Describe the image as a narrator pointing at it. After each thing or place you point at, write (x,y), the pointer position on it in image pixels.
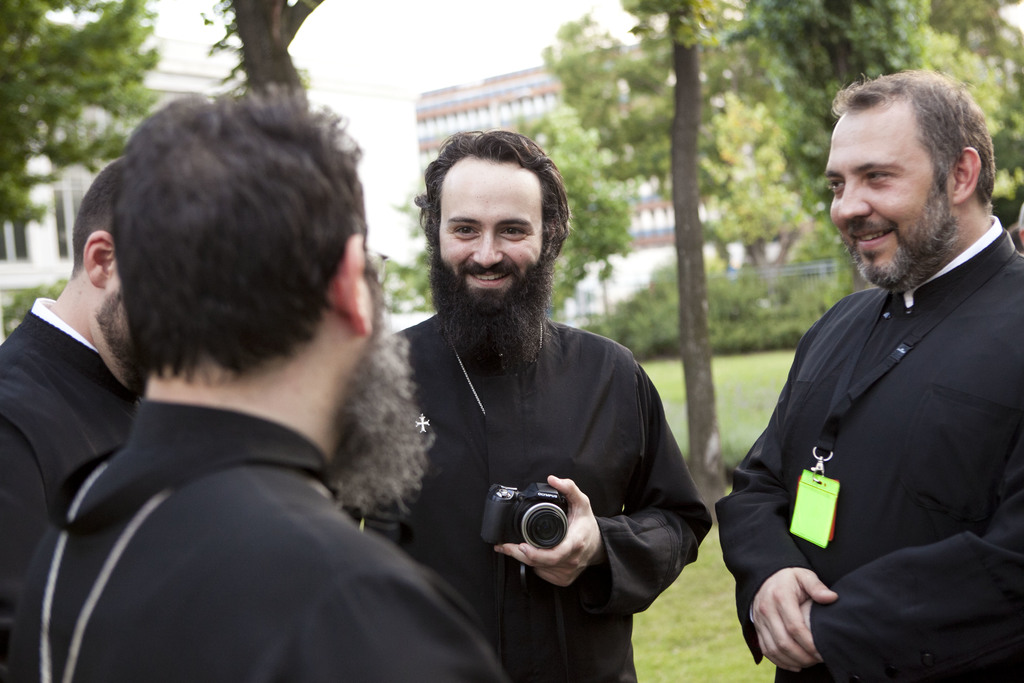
In this picture there are people (174,186) in the center of the image (665,375), there is grassland (753,661) at the bottom side of the image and there are buildings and trees (41,42) in the background area of the image (254,42).
